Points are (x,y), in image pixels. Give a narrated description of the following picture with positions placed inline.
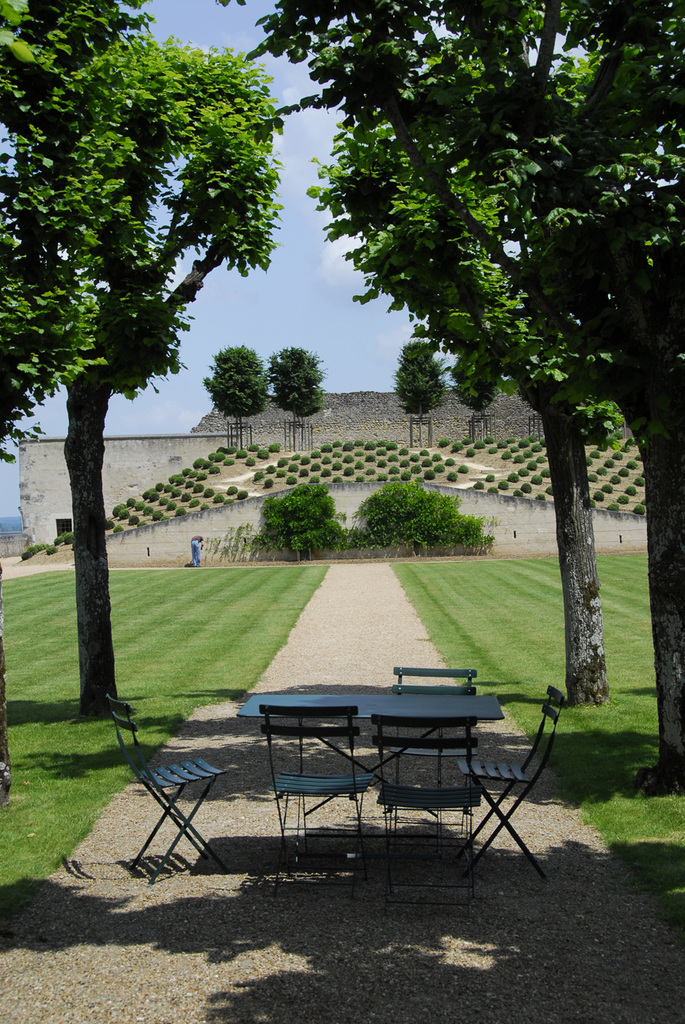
In this image I can see the table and the chairs (424,804). To the side of these chairs (137,752) I can see many trees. In the background (213,548) there is a person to the side of the wall (122,492). I can also see many trees (302,521), clouds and the sky (271,257) in the back (323,267).
